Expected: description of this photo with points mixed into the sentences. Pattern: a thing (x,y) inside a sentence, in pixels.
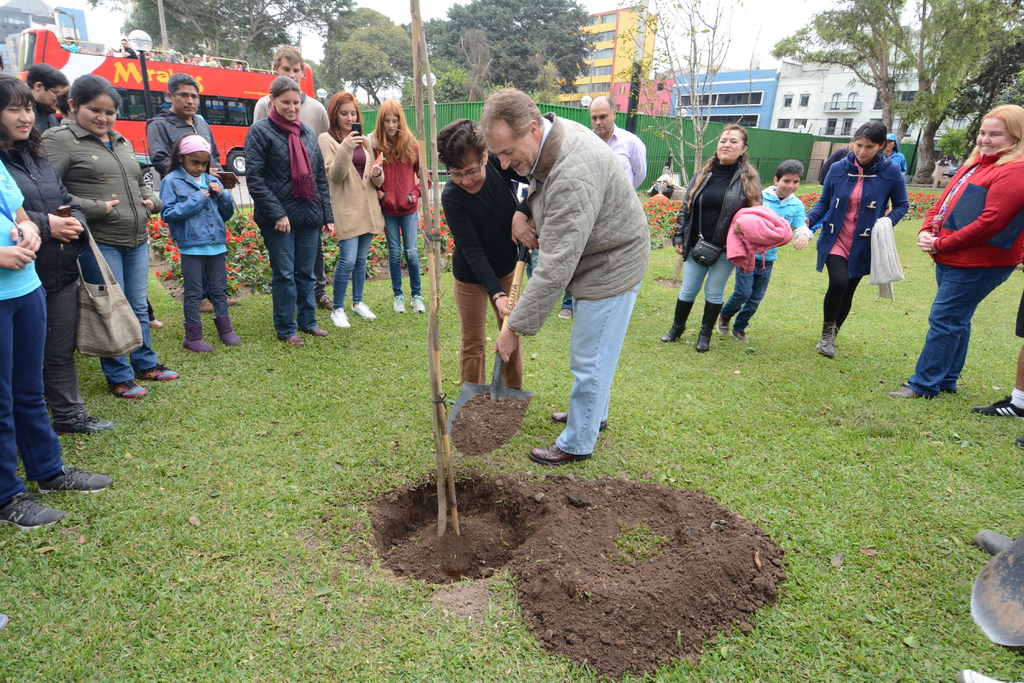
In this image I can see a person (576,243) wearing grey jacket (584,226) and blue jeans (588,317) is standing and a woman (486,229) wearing black and brown colored dress (472,253) is standing and they both are holding a tool (496,380) in their hands (530,234). I can see a wooden pole (443,517) and few persons (334,138) standing around them. In the background (685,109) I can see few trees (697,99), few buildings (648,105), the green colored wall (761,139) and the sky (707,20).
